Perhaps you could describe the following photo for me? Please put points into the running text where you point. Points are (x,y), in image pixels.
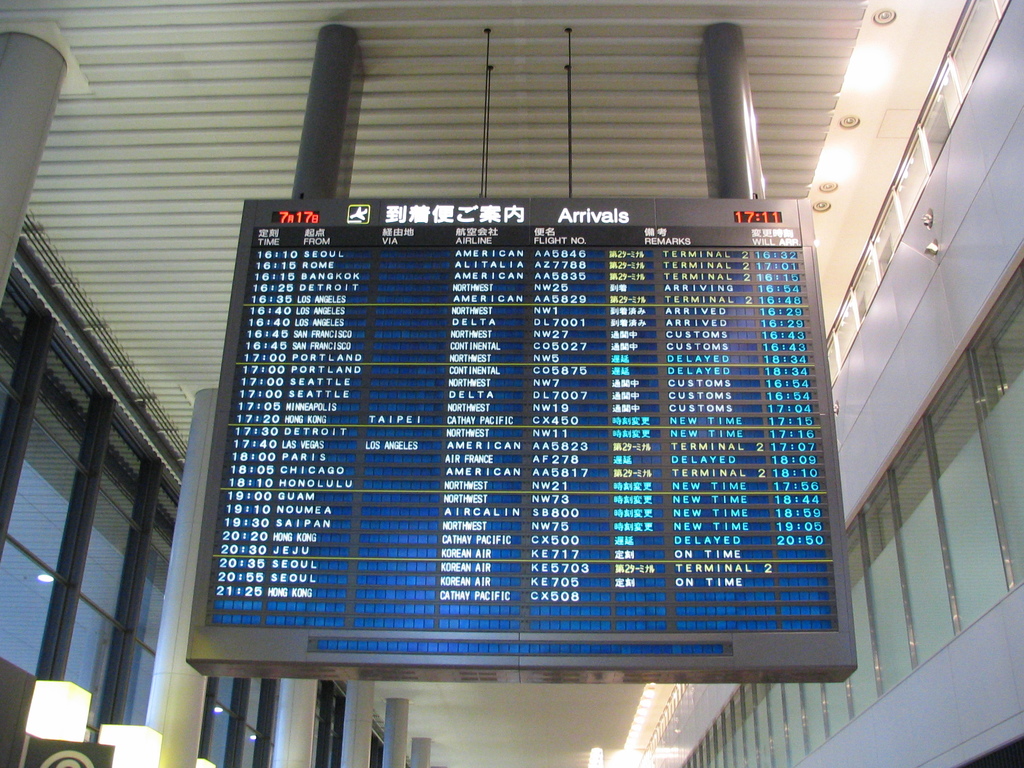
This image consists of a board (578,428). It looks like an airport (404,448). In this board (300,355) there are timings of the flights (277,293). At the top (463,86), there is a roof (463,86). On the left (159,697), there are pillars (290,717). On the right (865,631), there are windows (1023,555).
